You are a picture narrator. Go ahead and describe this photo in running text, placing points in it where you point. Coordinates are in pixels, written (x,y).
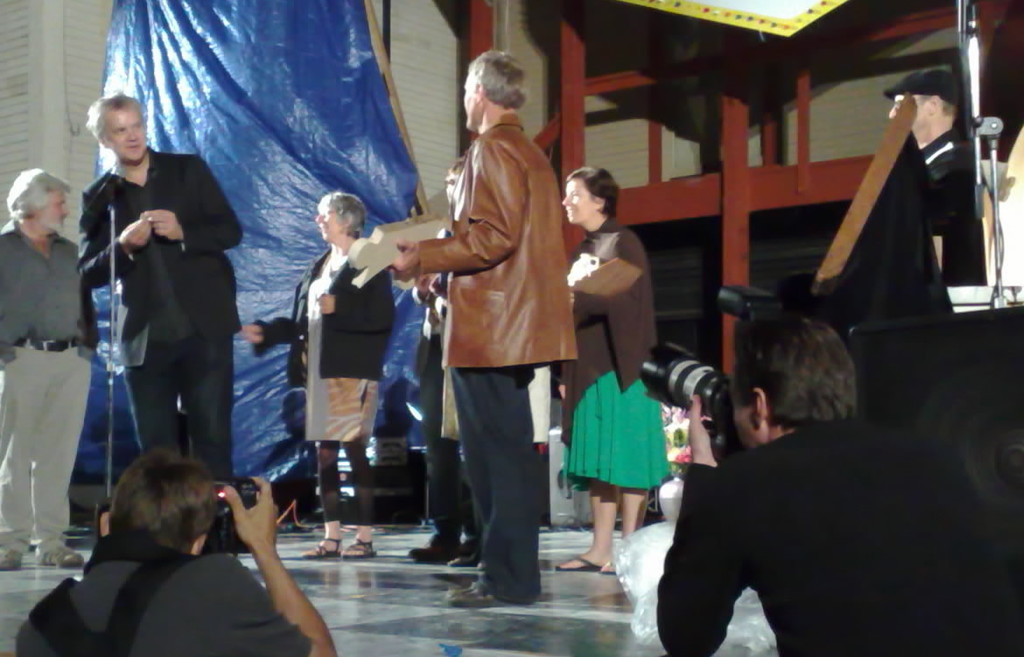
In this image there are few people (434,380) standing on the floor (391,555). At the bottom (185,598) there are two camera mans (677,540) who are taking the picture with the camera (696,408). On the left side (150,326) there are two persons (86,251) standing in front of the mic (109,233). In the background (254,46) there is a curtain (232,87). On the right side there is a stand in the background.
